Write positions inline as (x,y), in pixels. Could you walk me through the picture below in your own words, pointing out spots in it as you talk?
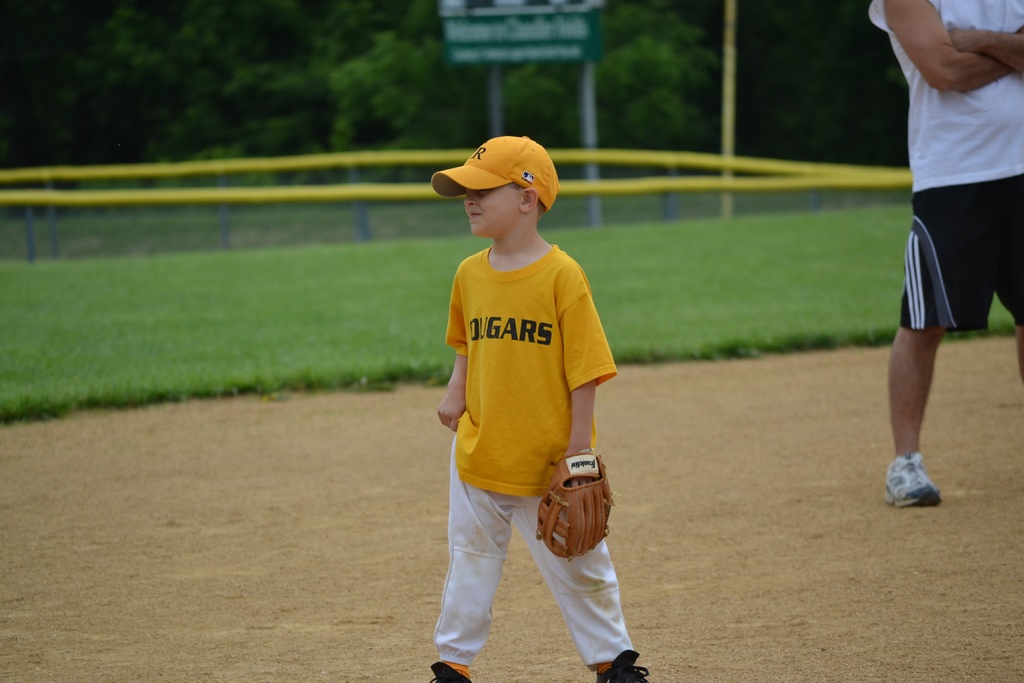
In this image I can see a kid (548,389) and a person (971,186) is standing. The kid (490,277) is wearing yellow color hat (509,175), a t-shirt (543,424), a white color pant (535,538) and some other object (552,512). In the background (429,156) I can see grass (435,275) yellow color pipes (552,154) and trees (333,93). The background of the image (367,252) is blurred.
